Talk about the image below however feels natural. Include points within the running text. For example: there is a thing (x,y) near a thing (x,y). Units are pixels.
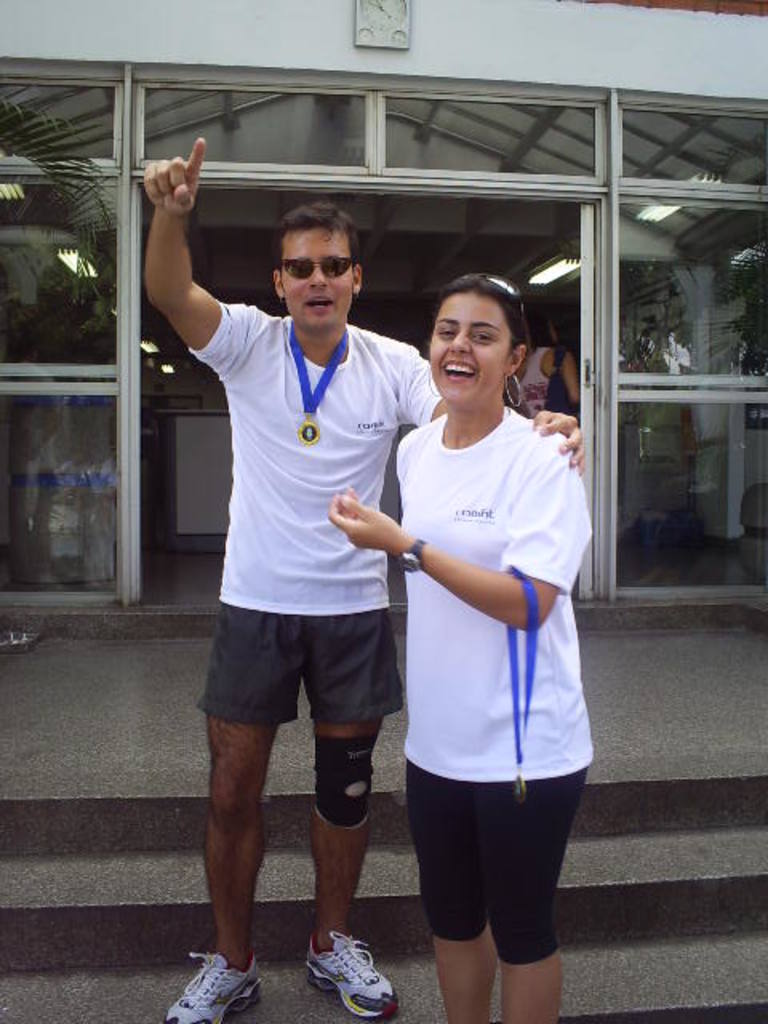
In the center of the image (303,641) we can see a man (263,455) and a lady (495,715) standing and smiling. At the bottom (727,843) there are stairs (635,971). In the background (766,316) there is a building (539,8) and we can see a door (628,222). On the left (45,139) there is a tree (37,150).
